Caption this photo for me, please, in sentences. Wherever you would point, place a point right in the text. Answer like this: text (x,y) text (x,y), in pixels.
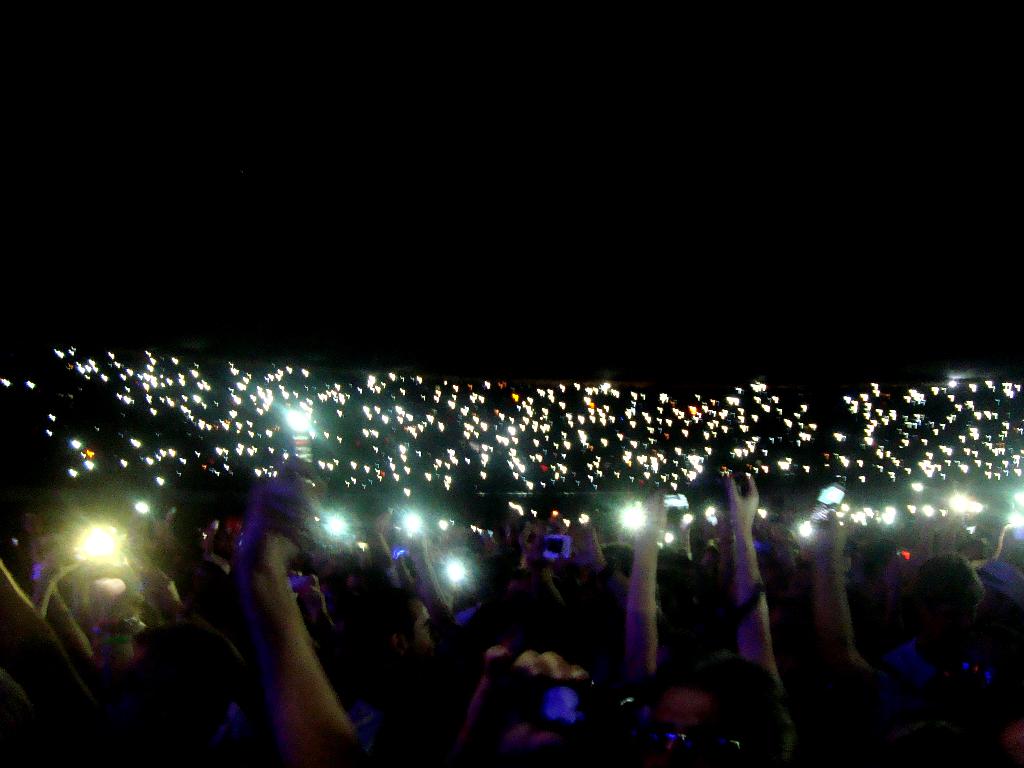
In this image, we can see people (912,549) showing flashlight (970,452) on mobiles (966,438).
